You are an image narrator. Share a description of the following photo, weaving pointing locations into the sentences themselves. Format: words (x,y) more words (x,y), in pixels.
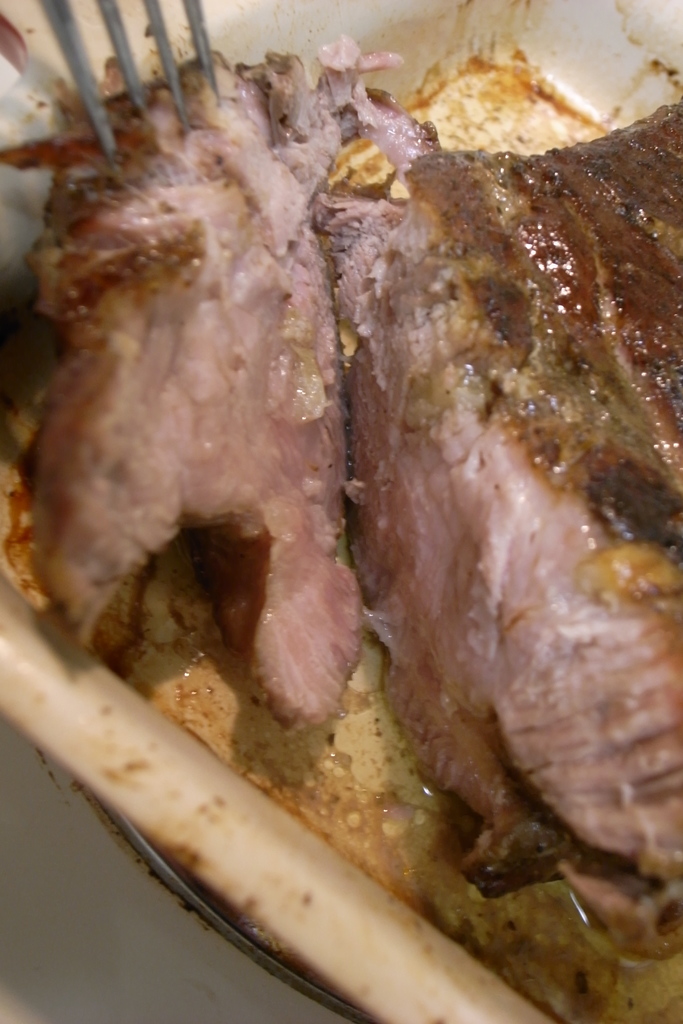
In the image we can see there is a meat dish (386,445) kept on the plate (184,710) and there is a fork (130,65) kept on the meat dish (145,179).
